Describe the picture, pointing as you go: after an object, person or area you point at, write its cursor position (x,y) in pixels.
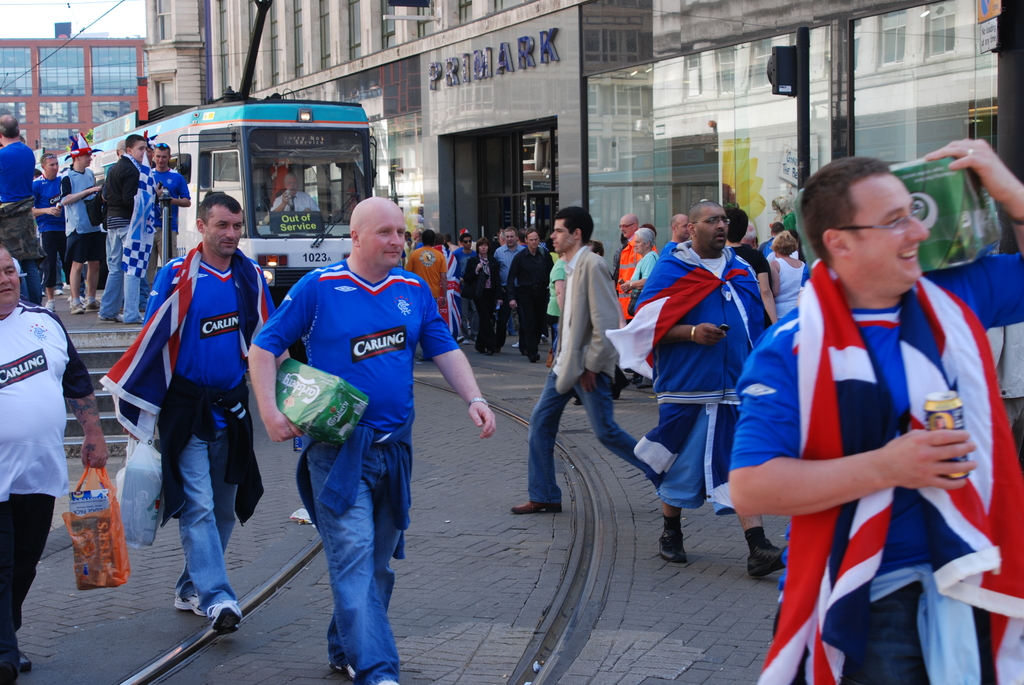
In this picture, we can see a few people (361,289) and a few (365,269) are holding some objects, and we can see the train (362,163), rail track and a few people (274,199) in train (330,232), and we can see building (553,117) with windows (672,156) and the sky (92,27).
